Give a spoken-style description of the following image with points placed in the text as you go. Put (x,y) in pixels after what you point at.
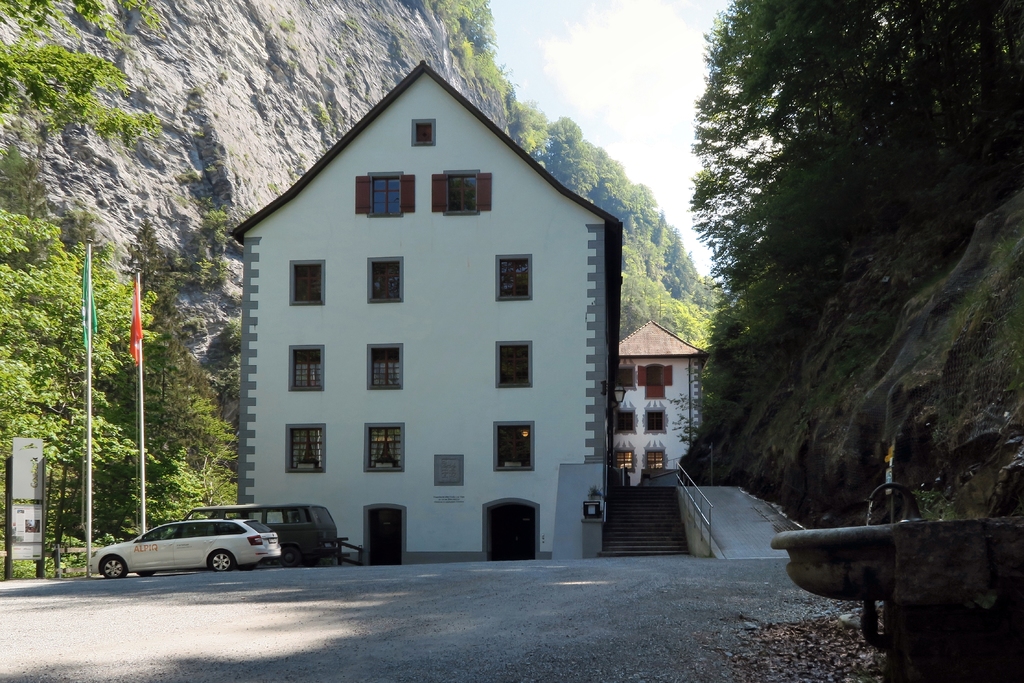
In this picture we can observe a building (328,401) which is in white color. There are two vehicles (240,540) parked on this road (257,612). We can observe two poles (90,335) and two flags (133,330). There are trees (768,85). In the background (369,78) there is a hill (476,63) and a sky (577,74).
